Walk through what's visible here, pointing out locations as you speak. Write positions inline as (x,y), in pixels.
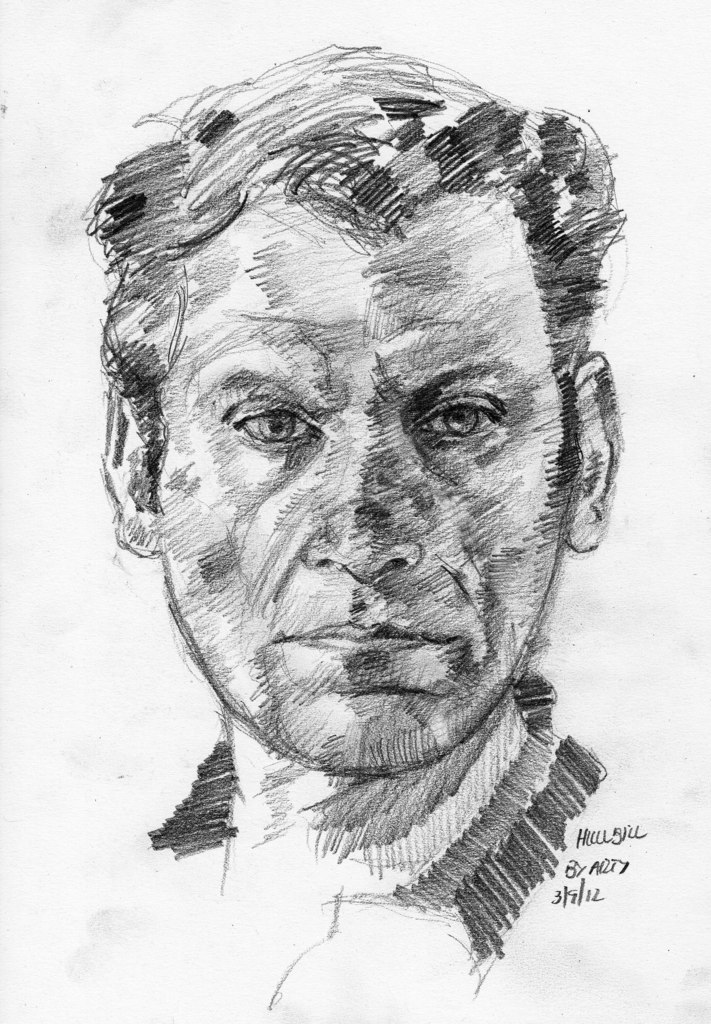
In this picture we can see a drawing (152,534) of a man (381,311) and some text (588,841).
